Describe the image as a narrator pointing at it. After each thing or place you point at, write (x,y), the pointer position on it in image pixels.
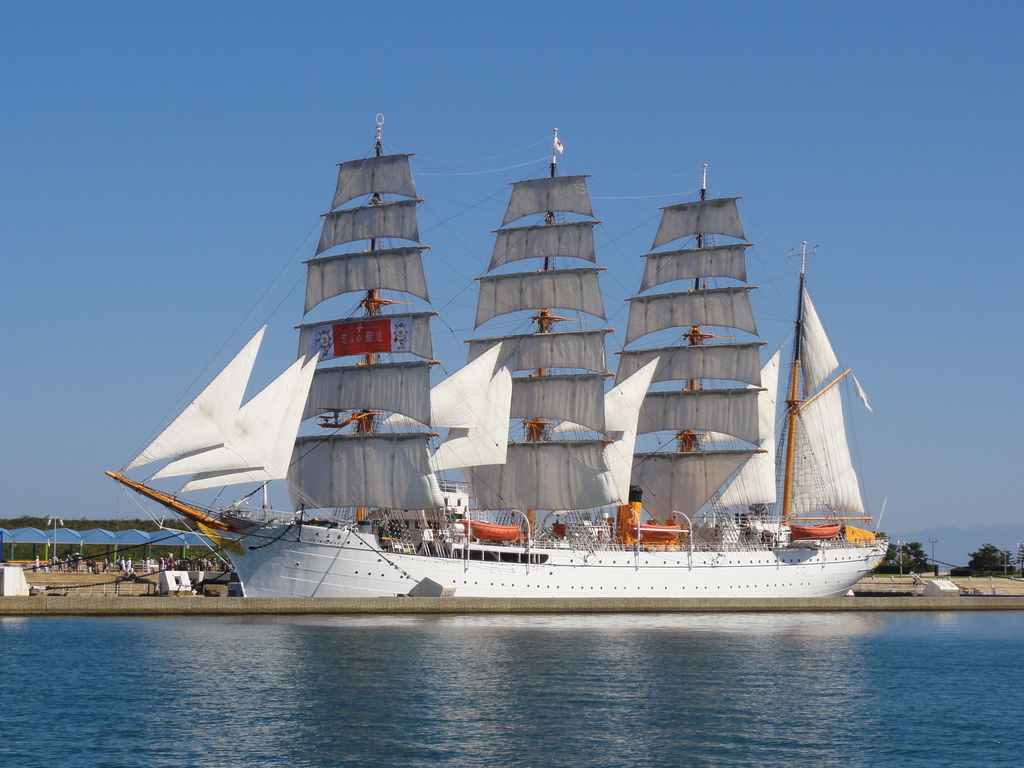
In the center of the image (646,392), we can see a ship (348,485) and in the background (135,543), there are tents (113,541), trees (917,557), some objects (20,573) and we can see people (165,559) and there are poles (902,554). At the bottom (526,704), there is water (586,709) and at the top (251,98), there is sky (251,87).
